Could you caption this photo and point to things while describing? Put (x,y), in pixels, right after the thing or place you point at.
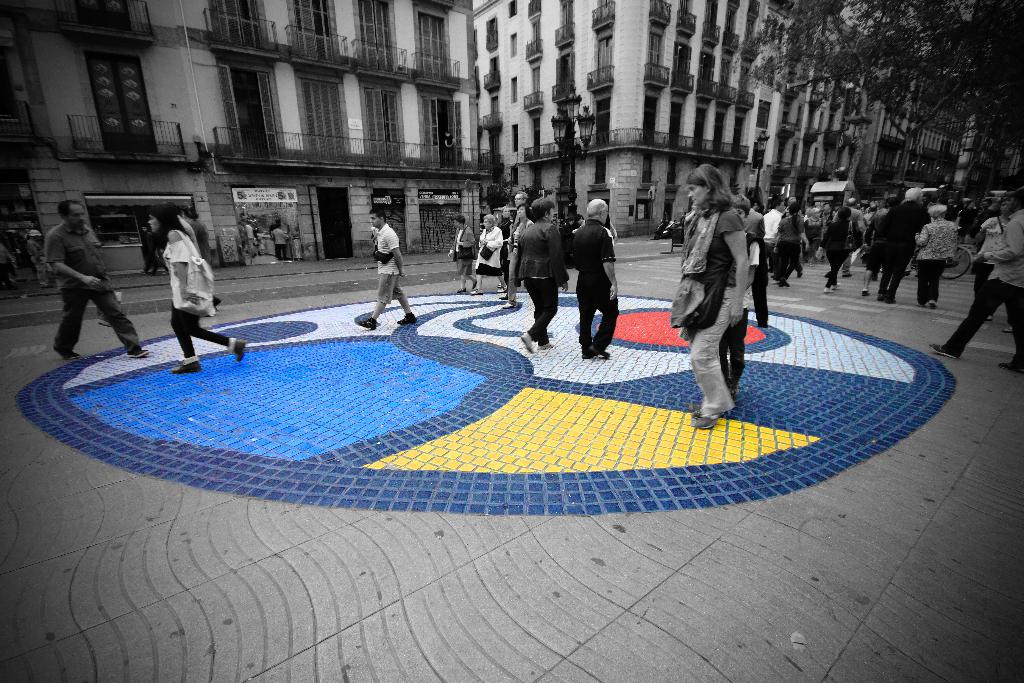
In this image we can see there are a few people (1009,273) walking on the road (466,443). In the background (294,117) there are buildings (739,87) and trees (873,81).
